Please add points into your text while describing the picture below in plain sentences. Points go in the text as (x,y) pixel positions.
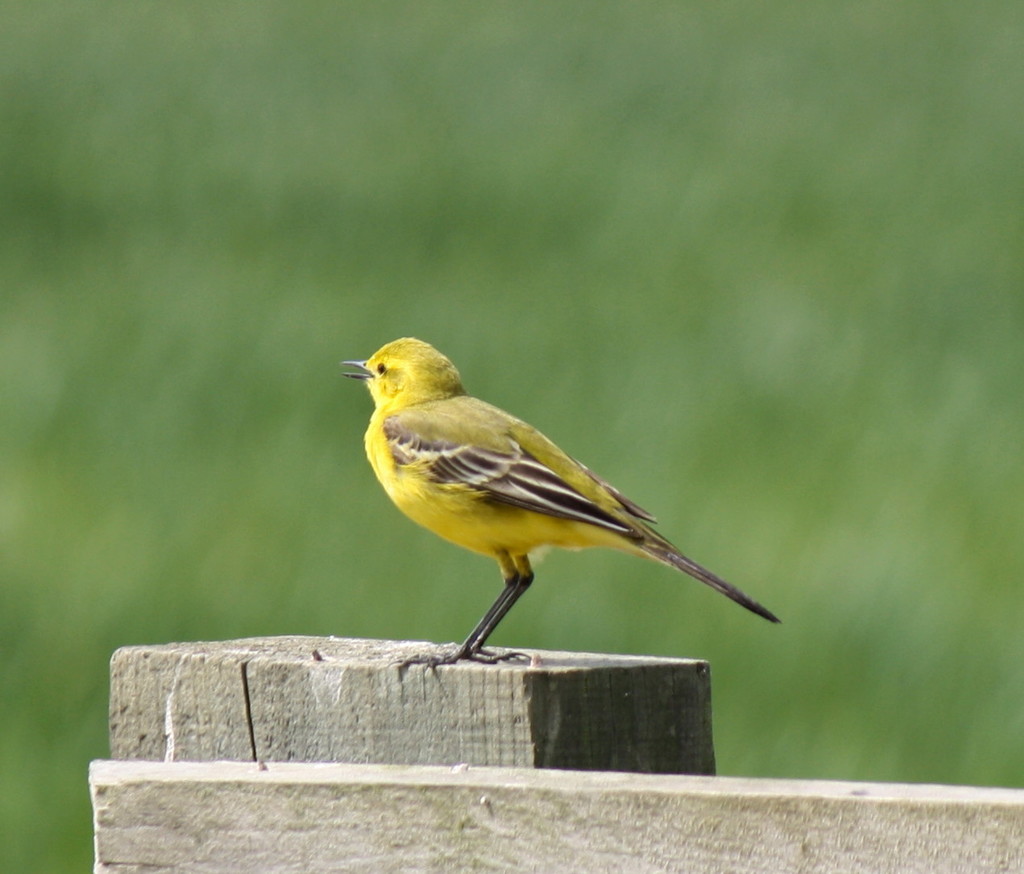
In this image a yellow bird (522,535) is standing on a fence (238,680). The background (252,341) is blurry.
